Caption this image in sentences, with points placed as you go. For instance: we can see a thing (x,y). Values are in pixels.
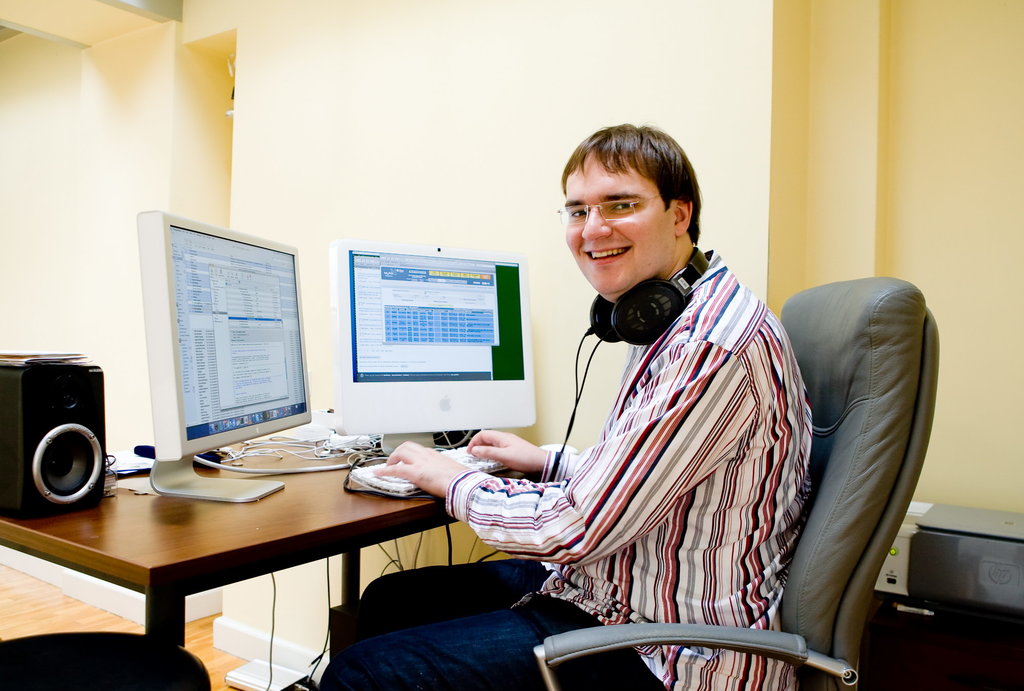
Here in this picture we can see a man (668,361) sitting on a chair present over there and in front of them we can see a table (57,536), on which we can see couple of monitors (485,318) present and we can see a key board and a speaker (45,407) present and we can see he is carrying a headset (658,320) and wearing spectacles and smiling.
